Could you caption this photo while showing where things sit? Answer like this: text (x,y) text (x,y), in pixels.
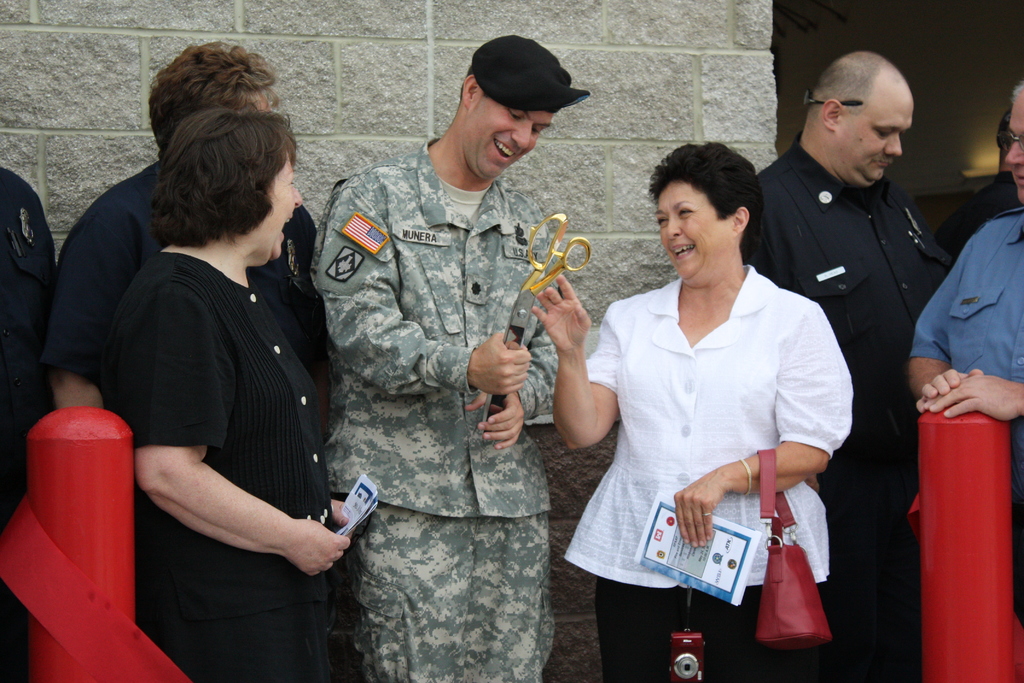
In the center of the image (595,437) there are people (444,626) standing. In the background of the image (639,53) there is wall (639,33).
